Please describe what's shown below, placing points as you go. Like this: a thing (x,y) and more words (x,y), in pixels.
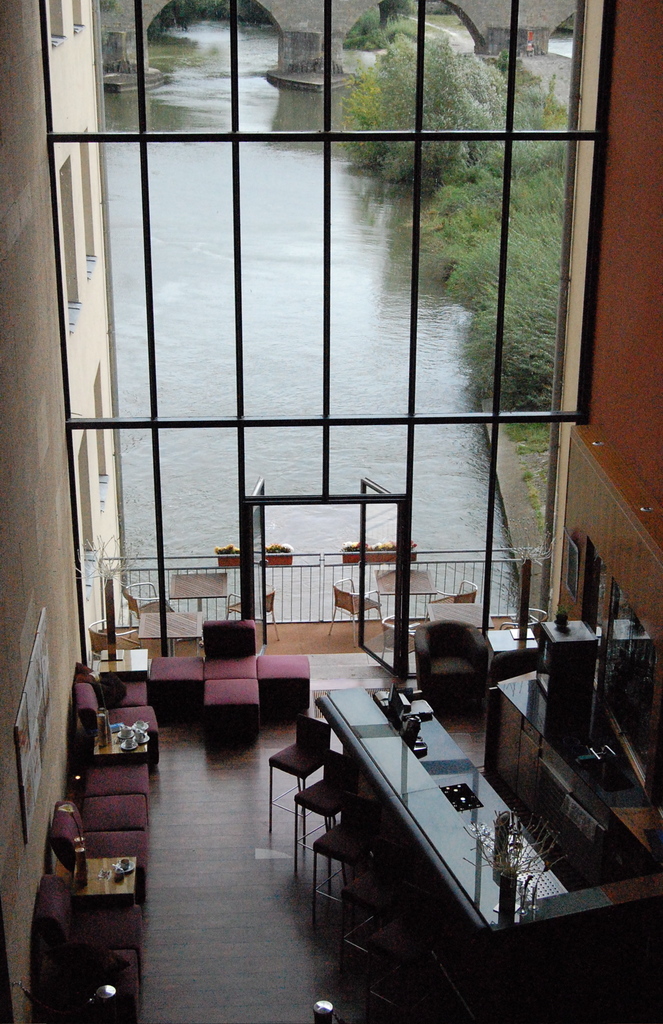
This picture is taken in a building (662,405). In the bottom (193,705) there are sofas (73,1000), tables (115,750), chairs (427,910) and a plant (507,898). There is a entrance (396,650) in the center (402,560). In the top (229,199) there is a glass window (216,223), through the window (312,164) there is a lake (257,84), bridge (291,32) and some trees (531,402).
